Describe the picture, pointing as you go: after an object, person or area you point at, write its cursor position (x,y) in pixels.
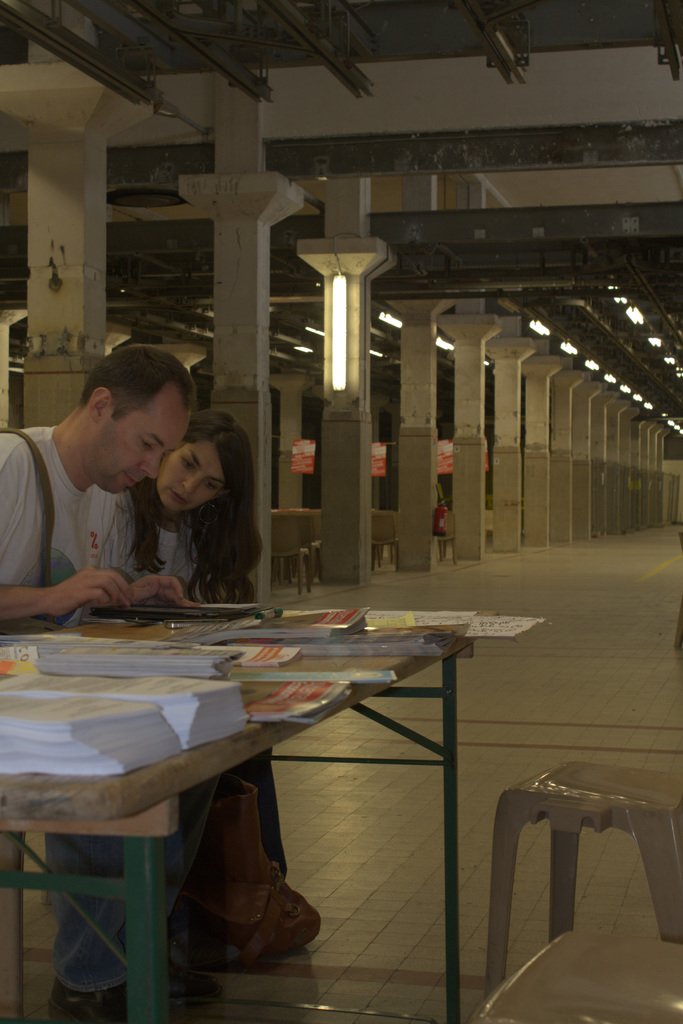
In this picture we can see two people (108,540), one man (108,499) and one woman (192,512) sitting in front of a table (171,792), table (215,748) consists of some books (135,733) and papers (133,752), on the right side of the picture (624,977) we can see two stools (632,975), in the background (359,427) there are number of pillars (367,420), we can see a tube light (343,345) on the pillar (336,339), these two people (186,519) are looking at something.
